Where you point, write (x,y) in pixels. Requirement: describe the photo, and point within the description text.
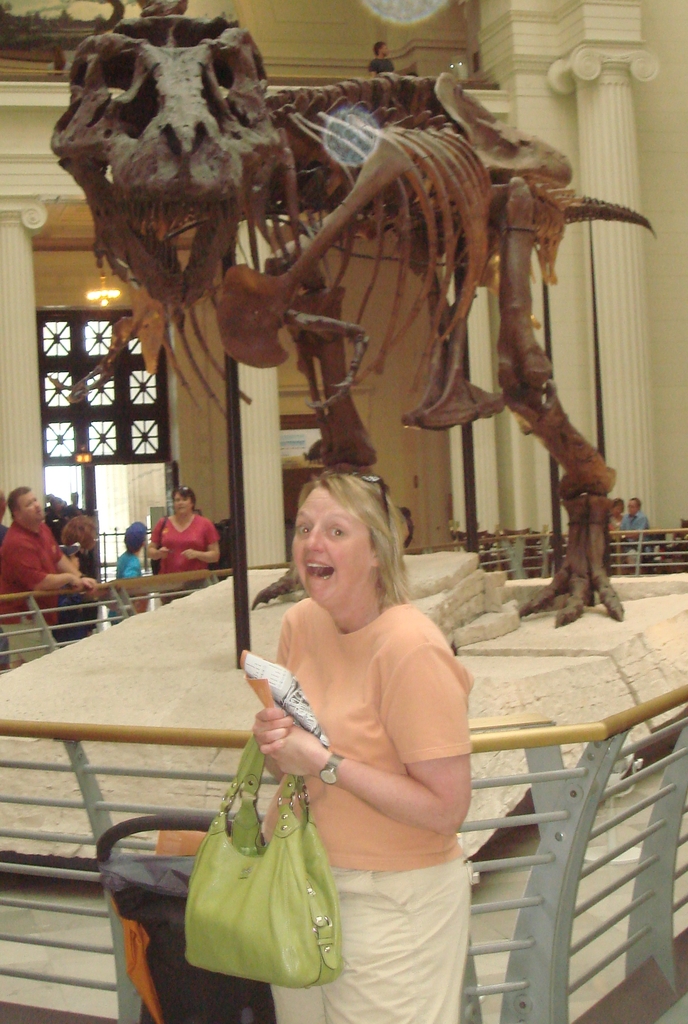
In this image we can see a woman (333,792) standing holding a bag (335,928) and a paper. We can also see the skeleton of an animal (565,598) and a fence (559,897) around it. On the backside (80,572) we can see a group of people (80,582), some pillars (0,486), a frame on a wall (117,305) and a chandelier (114,297) to a roof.
